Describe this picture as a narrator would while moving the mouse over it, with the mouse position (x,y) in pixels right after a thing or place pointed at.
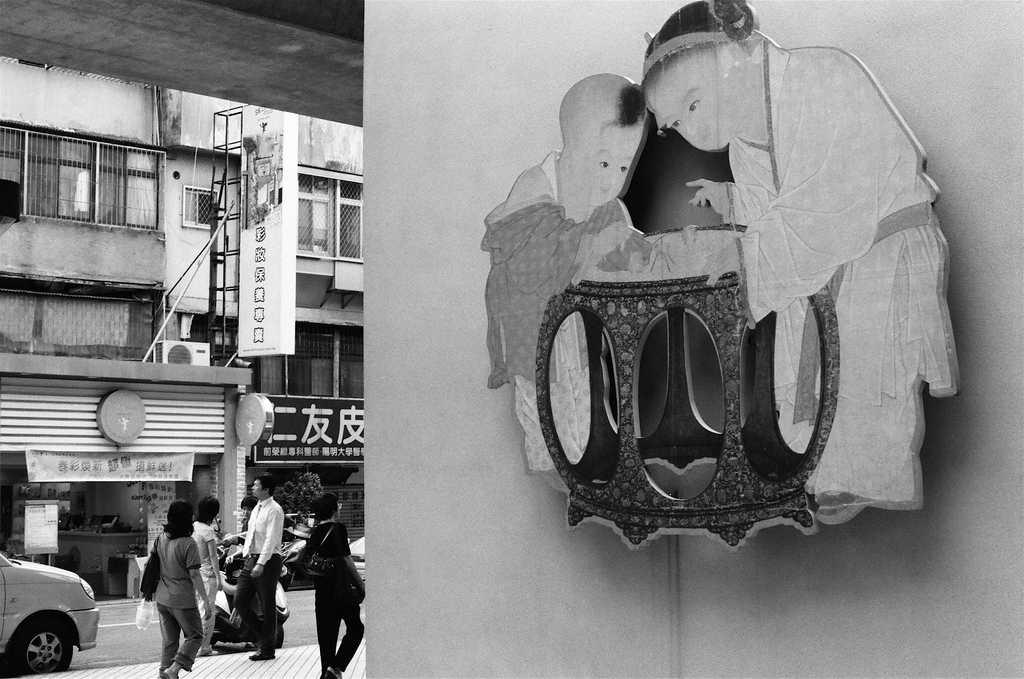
This is a black and white picture. On the right (693,93) there is a hoarding (575,274) to the wall (1020,201). On the left (198,592), in the foreground (204,629) there are people (267,563) walking down the pavement (289,666). Beside them there is a road (112,603), on the road (128,605) there are cars (91,591) and vehicles (277,600). In the background (201,454) there are buildings (189,454), hoardings (272,415) and plants (293,495). At the top (88,185) there are windows (321,236).
